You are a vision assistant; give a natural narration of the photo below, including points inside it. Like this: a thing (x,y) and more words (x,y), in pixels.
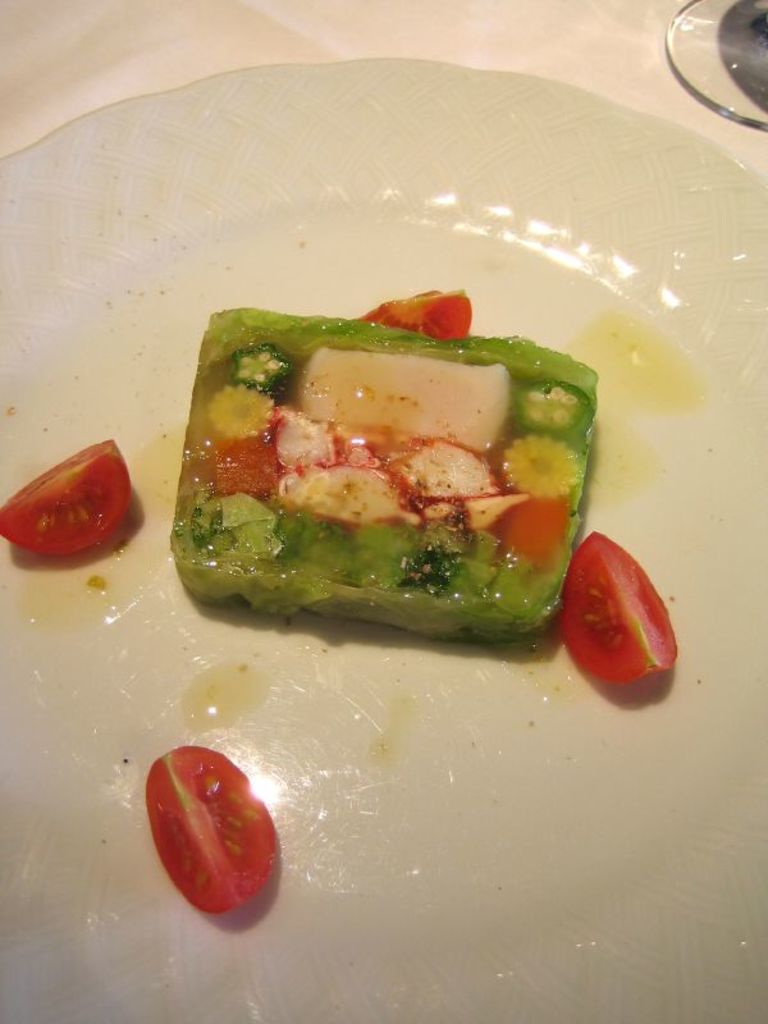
In this image we can see a plate (397,677) with some food (356,452) and an object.
